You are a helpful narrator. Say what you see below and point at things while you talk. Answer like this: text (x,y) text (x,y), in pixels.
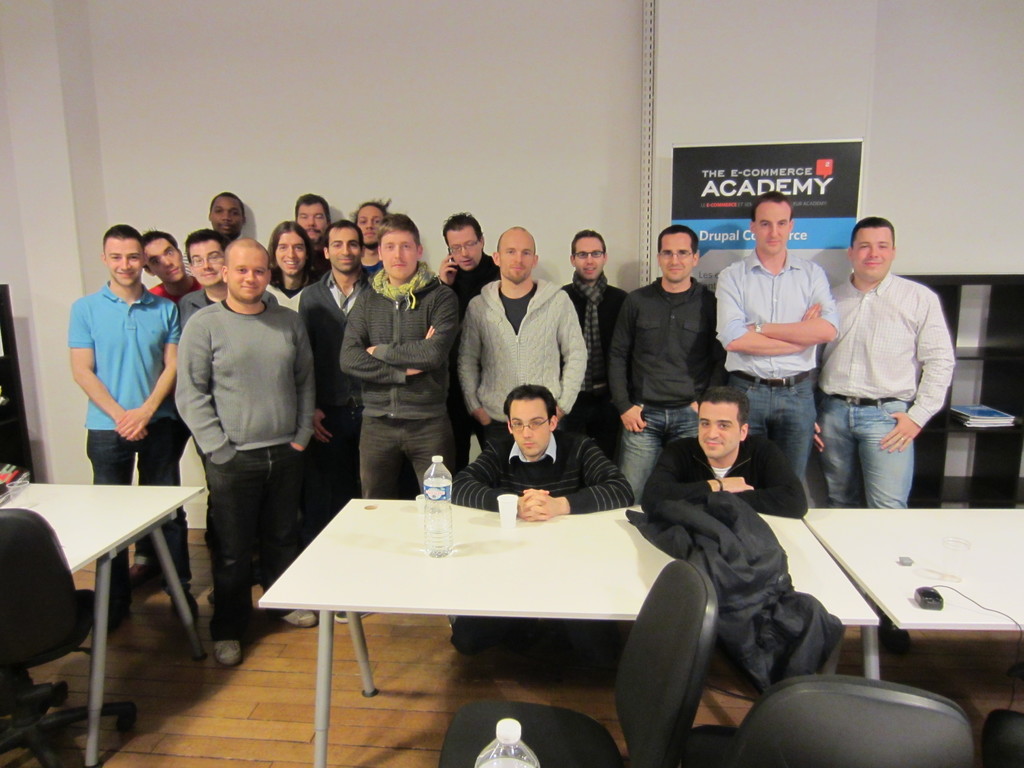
In this image we can see a group of persons (389,243) are standing on the floor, and in front (422,536) there is the table (410,510) and chairs (851,709), and at back (477,31) here is the wall (421,86).
